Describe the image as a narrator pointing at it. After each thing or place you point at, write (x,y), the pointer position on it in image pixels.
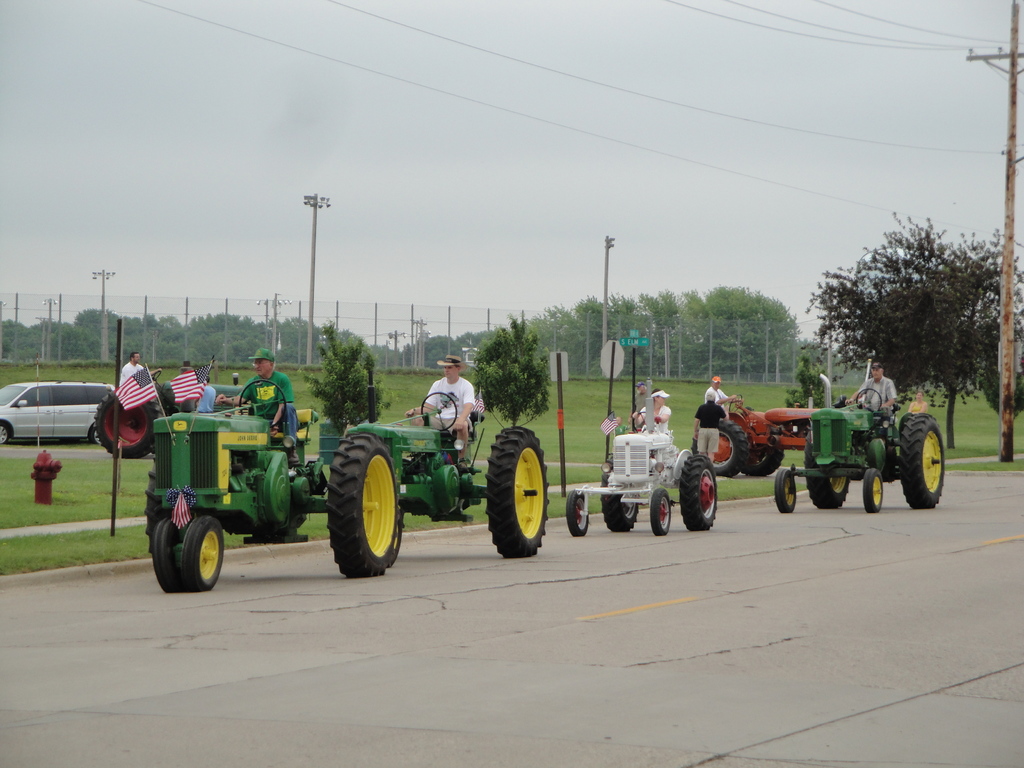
In the center of the image (444,368) we can see some people (268,417) are driving the tractors (530,530). In the background of the image (1002,375) we can see the trees (976,255), poles (1009,277), lights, boards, grass (682,414), fence (411,353), flags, car (101,397). At the bottom of the image (430,626) we can see the road (463,624). At the top of the image (450,49) we can see the wires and sky (326,255).
